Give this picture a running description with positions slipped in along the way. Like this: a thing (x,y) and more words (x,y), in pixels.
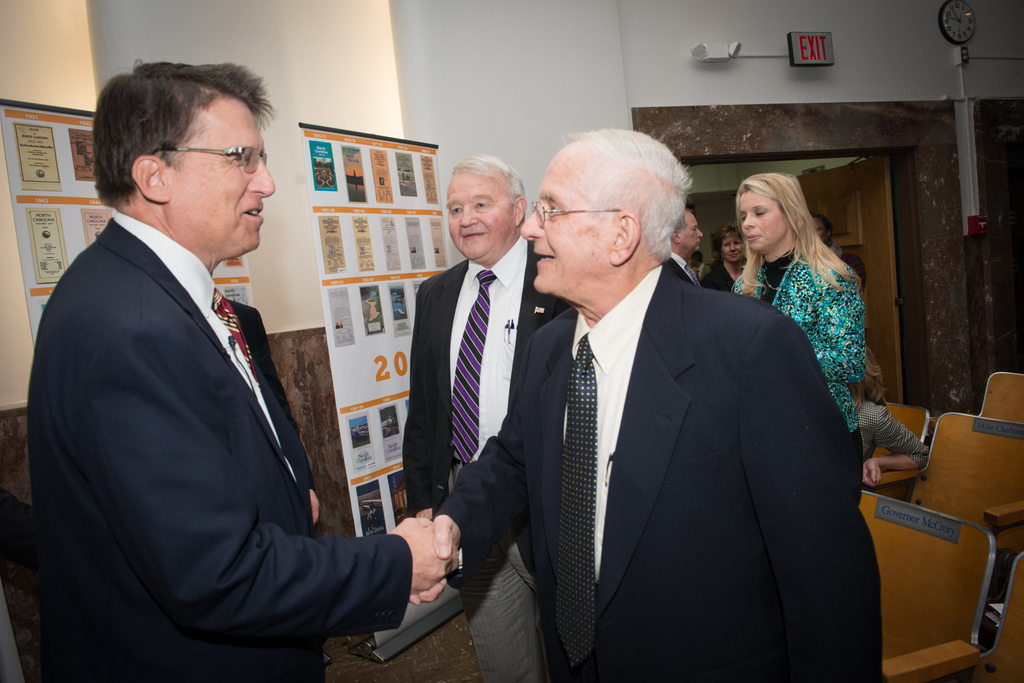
This picture is clicked inside the room (458,51). Here, we see many people (636,257) standing. Man (693,352) in black blazer (679,355) and man (159,442) in blue blazer (163,391) are standing opposite to each other and both of them are talking to each other and shaking their hands (419,559). Behind them, we see a white wall (387,58) on which two posters (343,282) are pasted. On the top of the picture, we see an exit board (825,32). Beside that, we see a wall clock (964,34).
